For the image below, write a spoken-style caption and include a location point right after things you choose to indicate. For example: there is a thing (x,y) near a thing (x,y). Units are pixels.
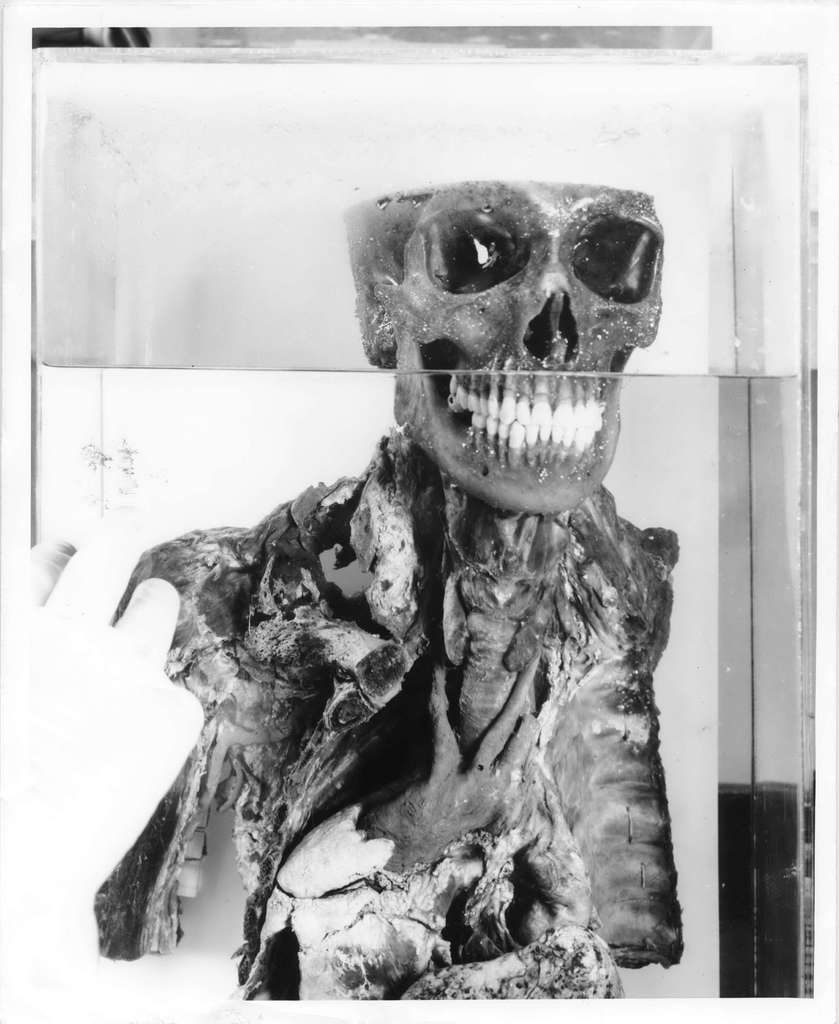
This is a black and white picture of a skeleton (352,917) in a glass box (133,389).
